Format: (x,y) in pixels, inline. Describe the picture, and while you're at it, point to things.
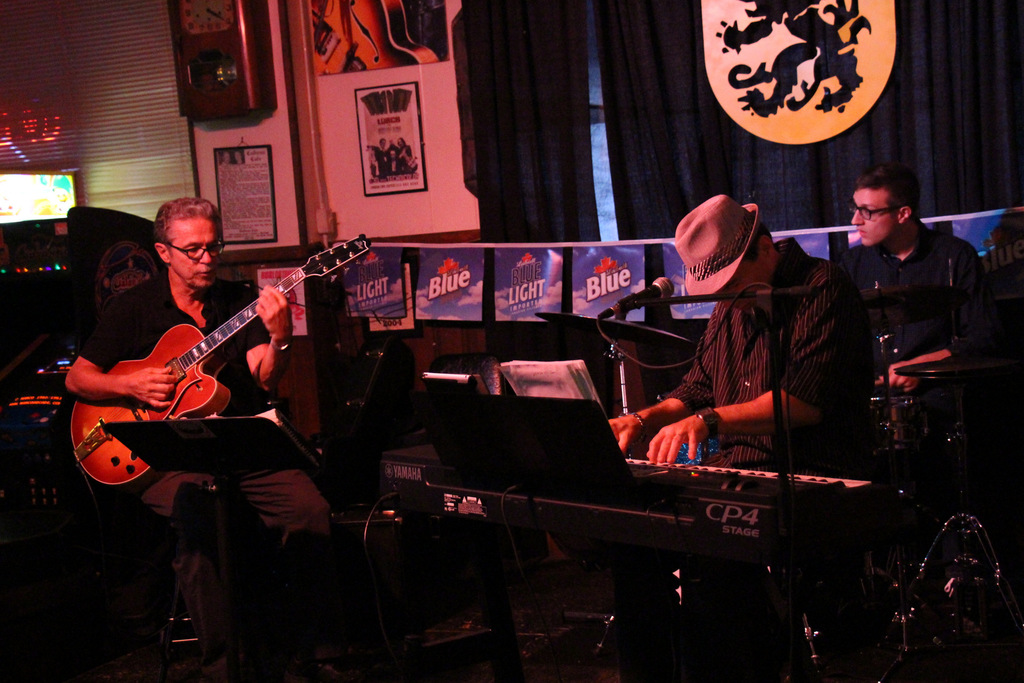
These three persons (882,220) are sitting on chair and playing musical instruments (920,374). We can able to see piano (744,480), guitar (138,412) and plates (948,362). On wall (426,150) there is a picture (374,122), certificate (239,188), poster (384,110) and clock (233,29). This is shield (739,67) on curtain (675,74).
